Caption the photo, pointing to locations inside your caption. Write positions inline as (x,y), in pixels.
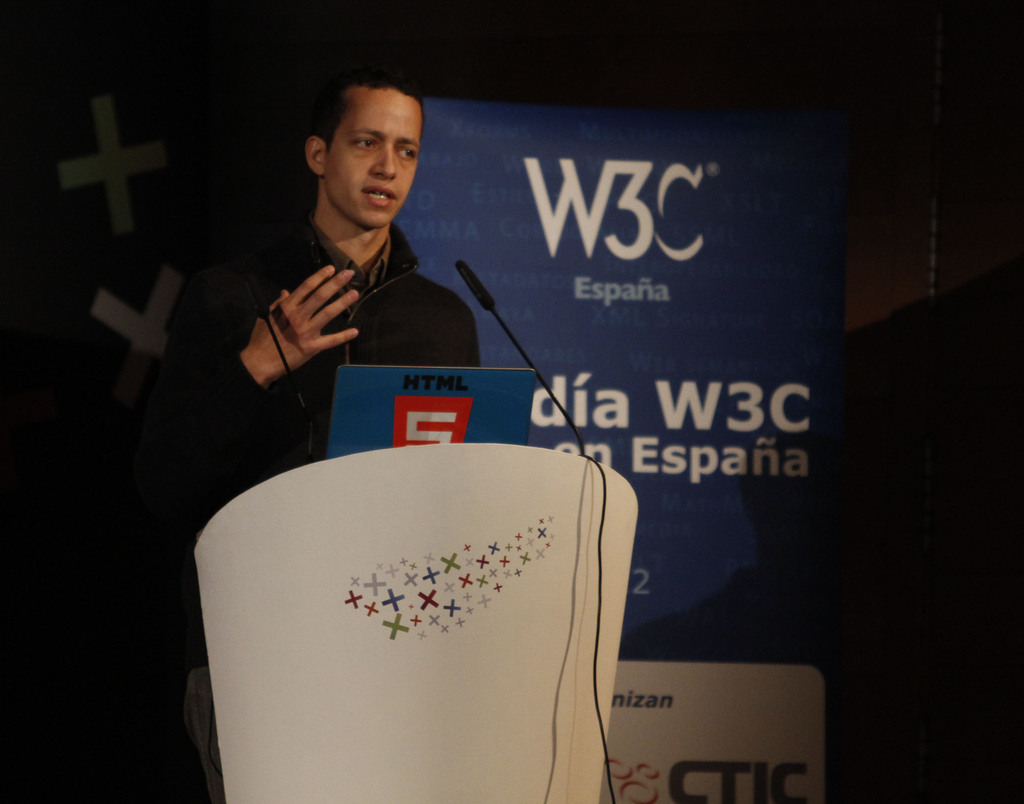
In this image I can see a man (301,264) is standing, I can see he is wearing black colour dress (389,334). I can also see a podium (630,520), few mics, a blue colour thing (356,444), a board (667,389) and I can see something is written at few places.
